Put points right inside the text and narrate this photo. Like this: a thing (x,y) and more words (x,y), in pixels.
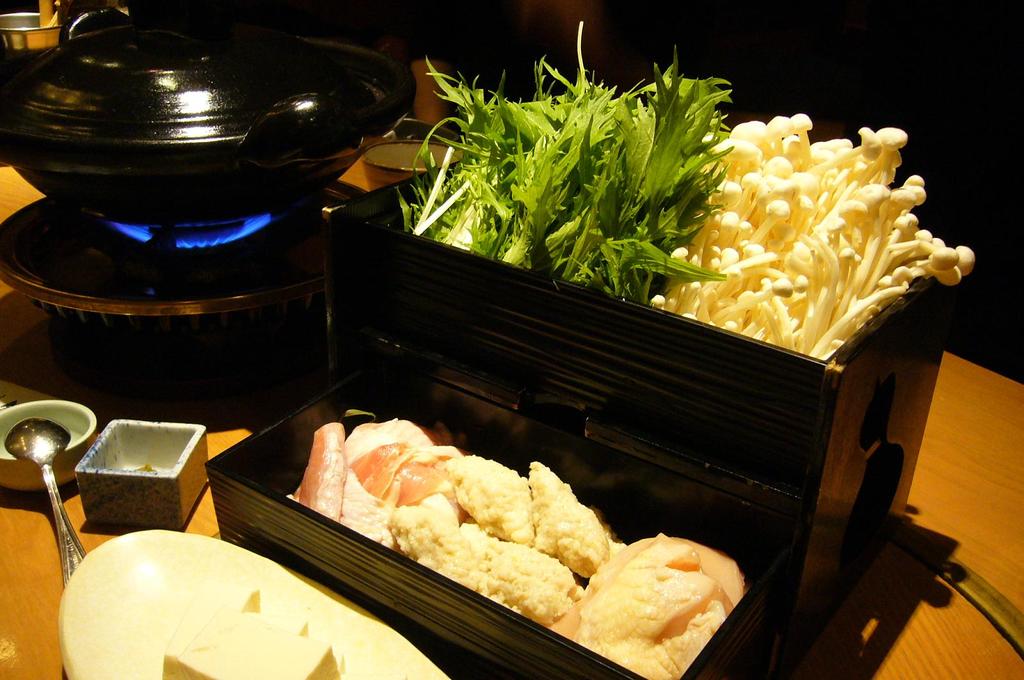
In this image there is one basket (639,338), and in the basket (443,346) there are some leafy vegetables (540,218) and meat (371,486) and beside the basket (344,558) there is one plate (147,618). And in the plate (116,630) there is some food (293,648), and on the left side (152,282) there is a stove (186,280). On the stove (162,240) there is one pan (150,187), and also there are two bowls (114,455) and one spoon (25,454). At the bottom (1019,530) it looks like a wooden table (979,531), and in the background (15,24) there are some bowls (15,24).
